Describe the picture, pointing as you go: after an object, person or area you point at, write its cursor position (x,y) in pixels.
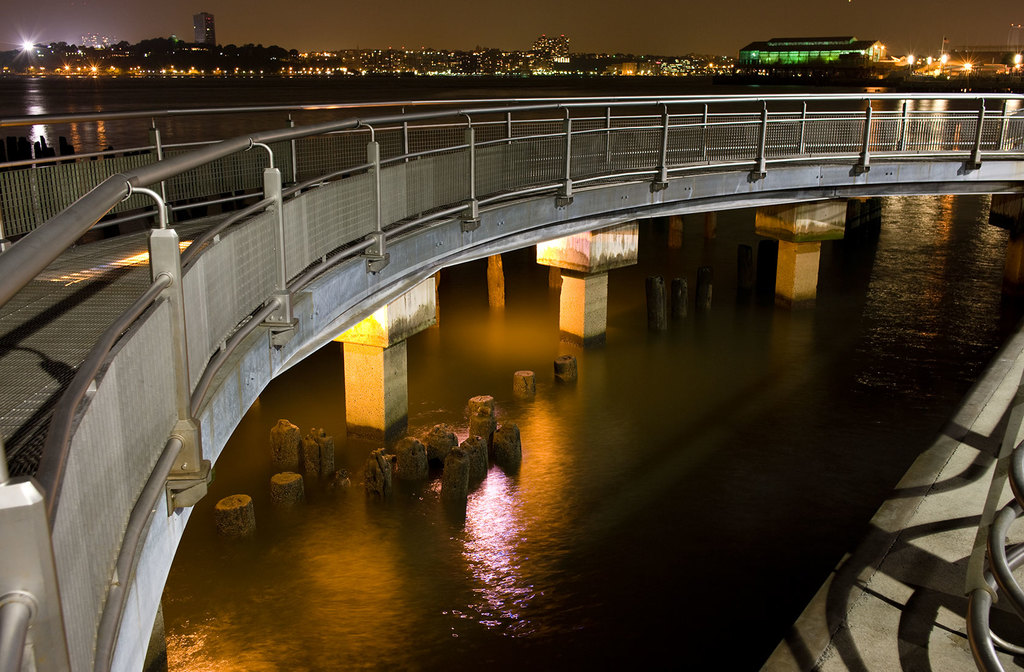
This image is taken during the night time. In this image we can see the bridge (401,240), wooden pillars (422,446), water (737,445) and in the background (450,59) we can see the buildings (638,63) with lighting (945,55). We can also see the lights (38,51) and also the sky (438,40).
